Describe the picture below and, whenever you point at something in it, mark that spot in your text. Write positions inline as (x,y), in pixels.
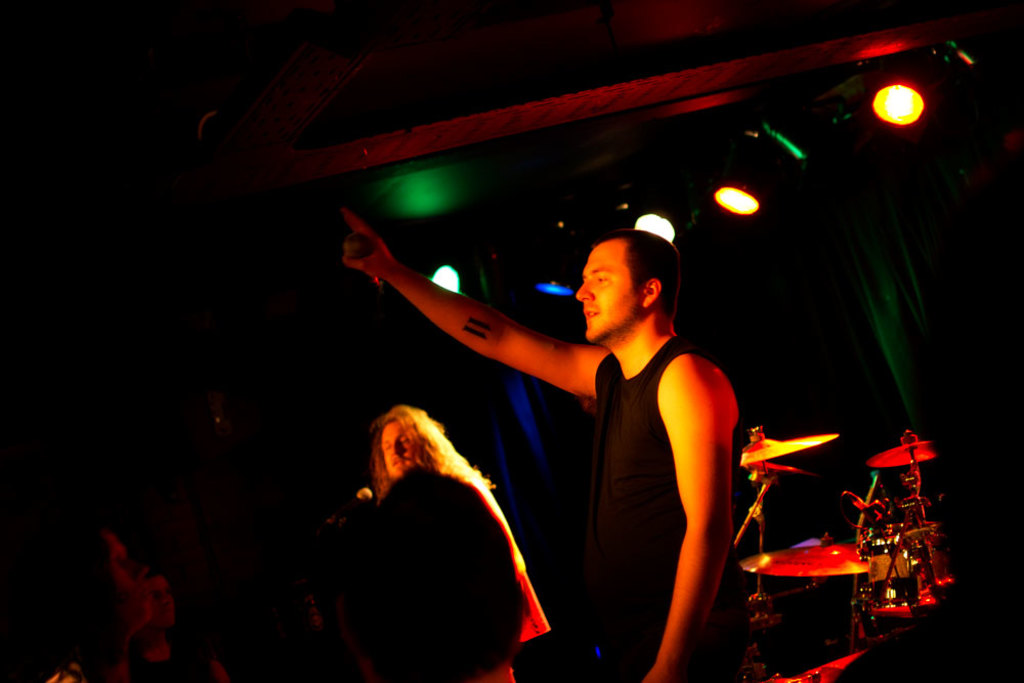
This image is taken during night time. In this image there are many persons (628,463). Image also consists of lights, musical instruments (903,432) and also lights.
